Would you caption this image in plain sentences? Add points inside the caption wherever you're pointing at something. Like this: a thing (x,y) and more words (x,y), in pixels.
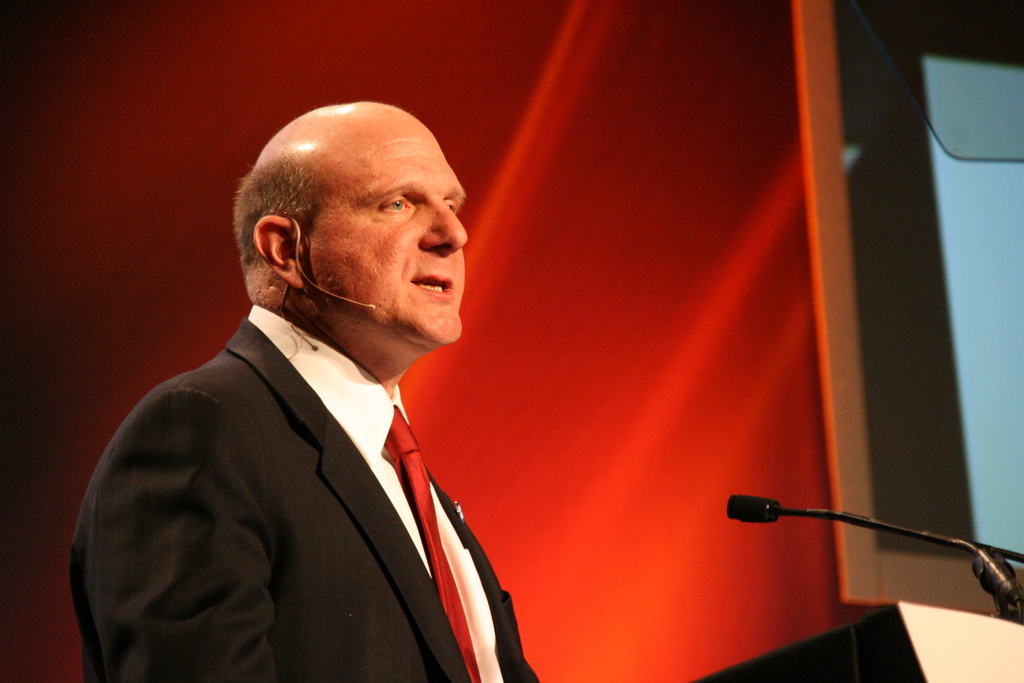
In this image, we can see a person (376,393). We can also see an object (947,626) on the bottom right corner (827,642). We can see a microphone (802,510) and the background (545,285). We can also see a screen (912,128) on the right (1005,541).
